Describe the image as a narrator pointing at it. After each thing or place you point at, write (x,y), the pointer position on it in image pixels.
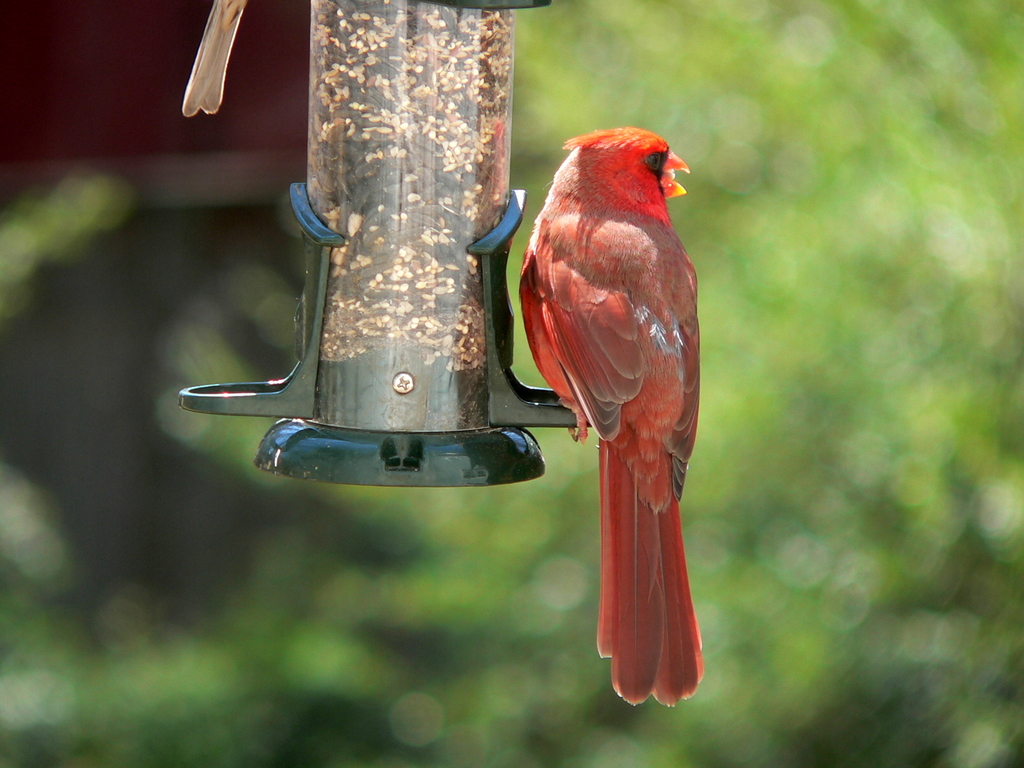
In this image we can see a bird feeder stock (433,439) and one red color bird (610,325).
